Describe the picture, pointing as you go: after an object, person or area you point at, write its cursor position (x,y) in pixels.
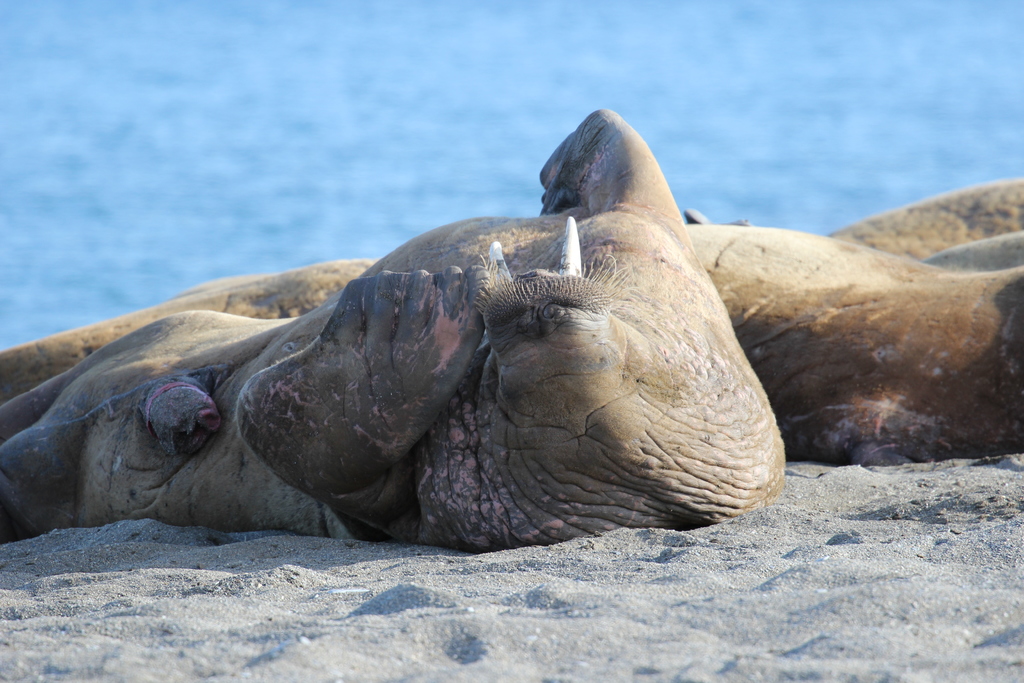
In this image there are animals (600,410), soil (623,612) and water (488,133).
